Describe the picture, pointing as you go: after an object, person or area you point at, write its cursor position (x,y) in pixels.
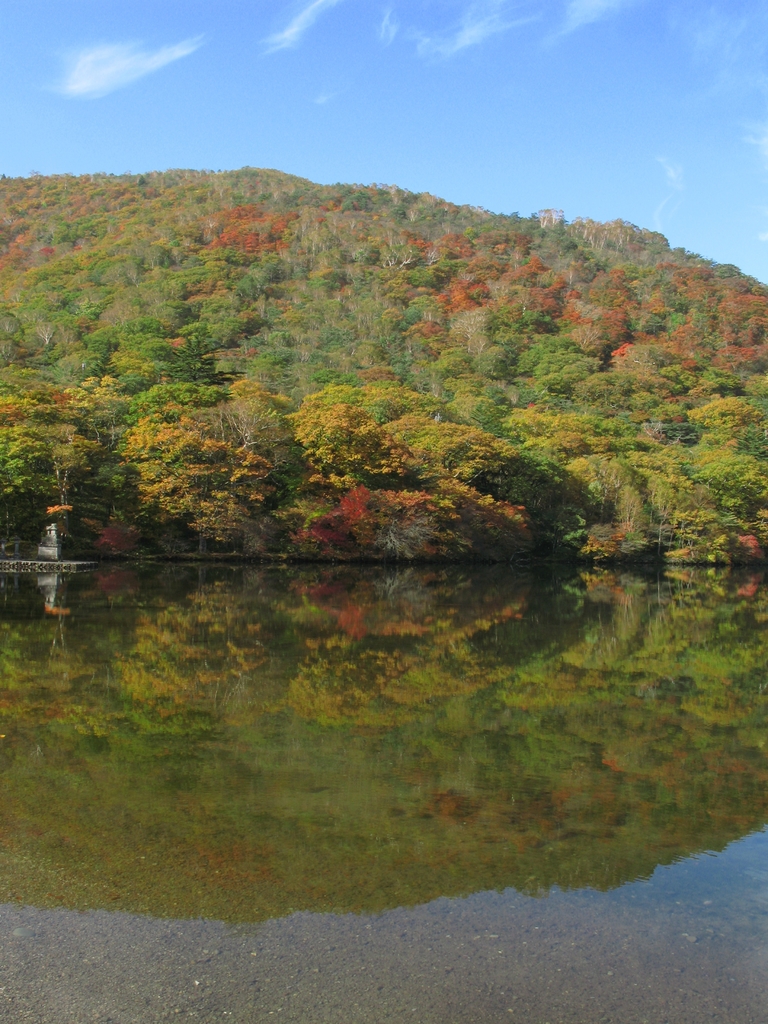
In this picture we can see an object (55,549), water (249,666), trees (439,499), mountain (252,247) and in the background (428,115) we can see the sky (308,126).
